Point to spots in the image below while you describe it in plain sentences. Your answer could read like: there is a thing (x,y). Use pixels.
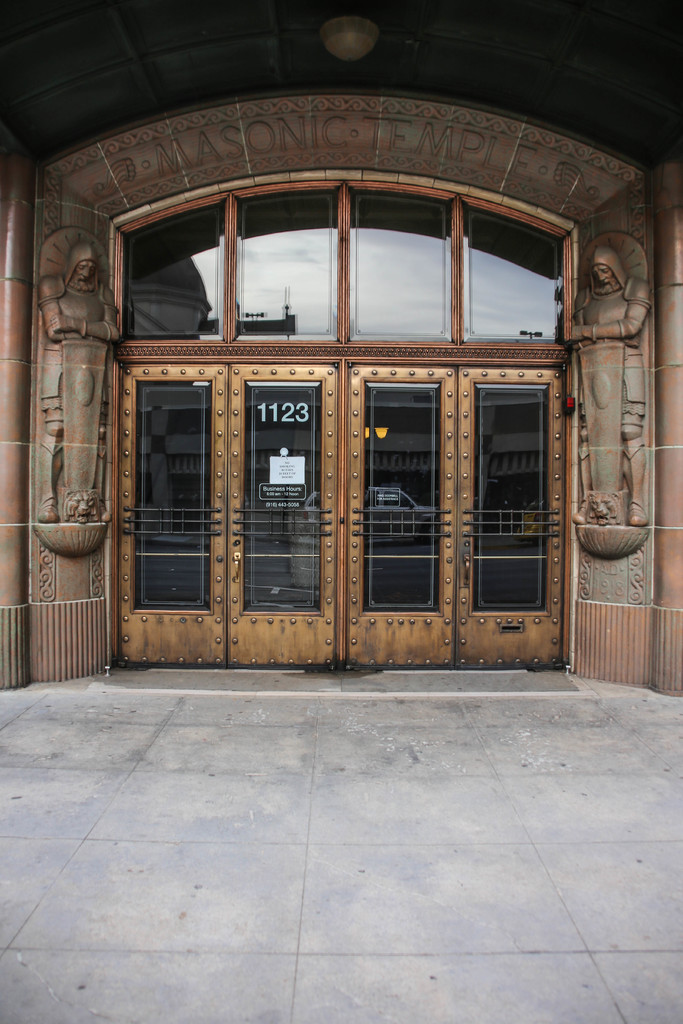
In this image I can see a building (318,61) which is in brown color. I can see a glass doors (382,450) and glass windows (295,298).
